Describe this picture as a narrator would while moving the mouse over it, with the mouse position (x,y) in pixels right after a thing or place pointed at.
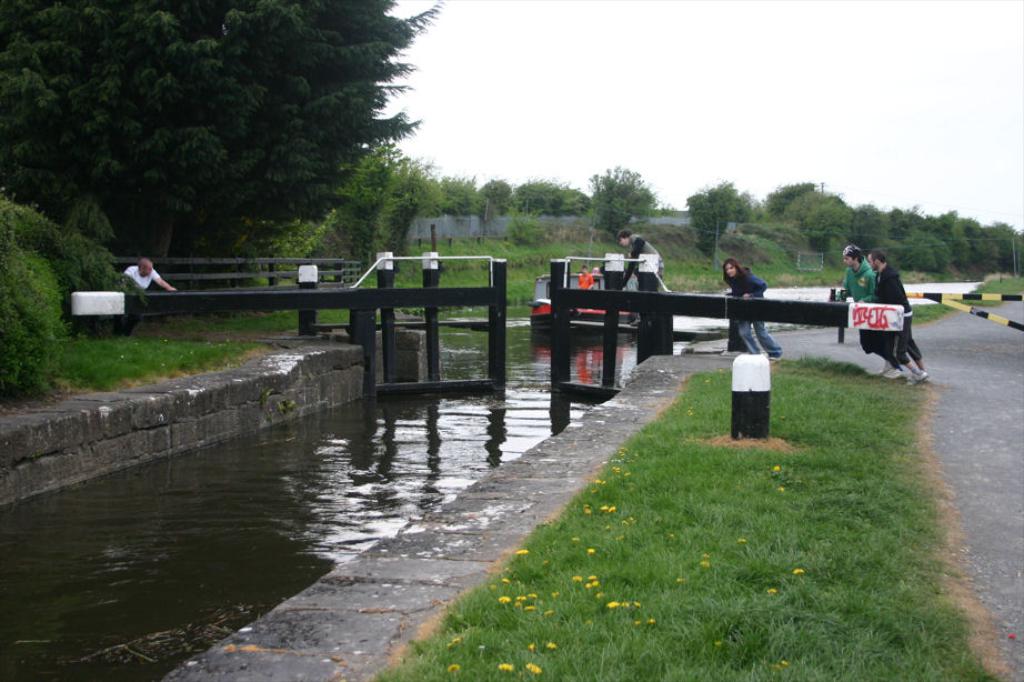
In this picture we can see flowers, grass (854,460), people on the road (984,474), here we can see a boat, water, fence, rods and in the background (993,112) we can see a wall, trees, sky (1017,182).
